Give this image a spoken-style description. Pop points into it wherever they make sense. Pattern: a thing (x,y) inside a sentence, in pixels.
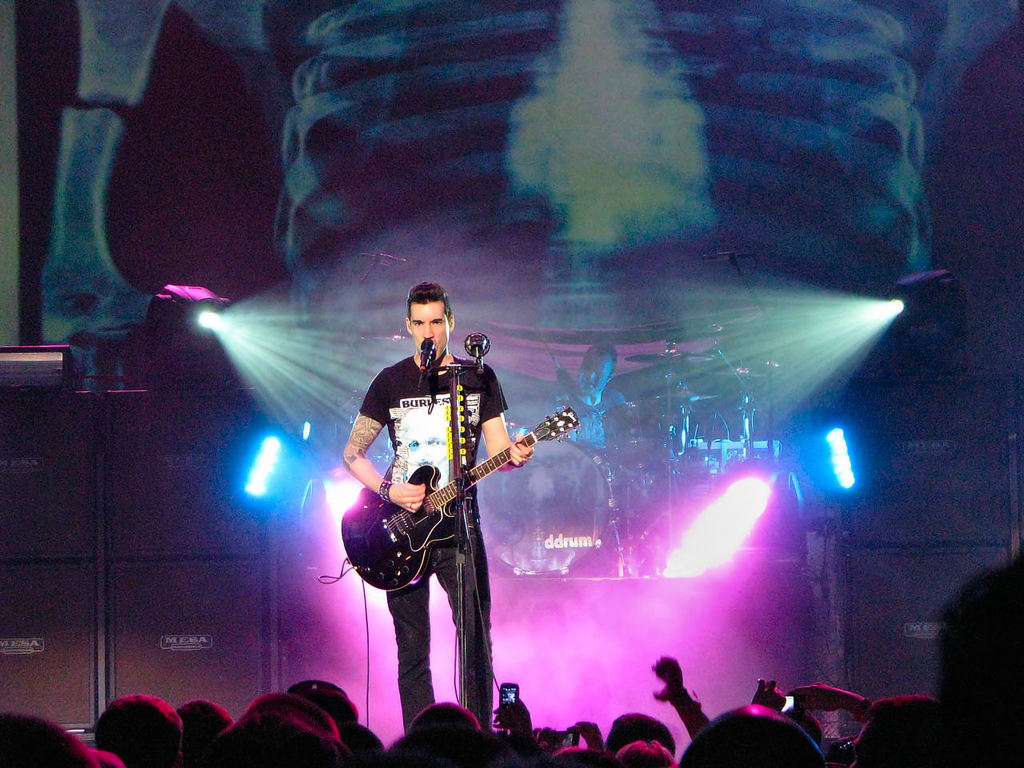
In this image I can see a man (421,451) is playing a guitar (417,521) in front of a microphone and other people (640,725) who are playing musical instruments (646,480) and holding a mobile (503,701).
